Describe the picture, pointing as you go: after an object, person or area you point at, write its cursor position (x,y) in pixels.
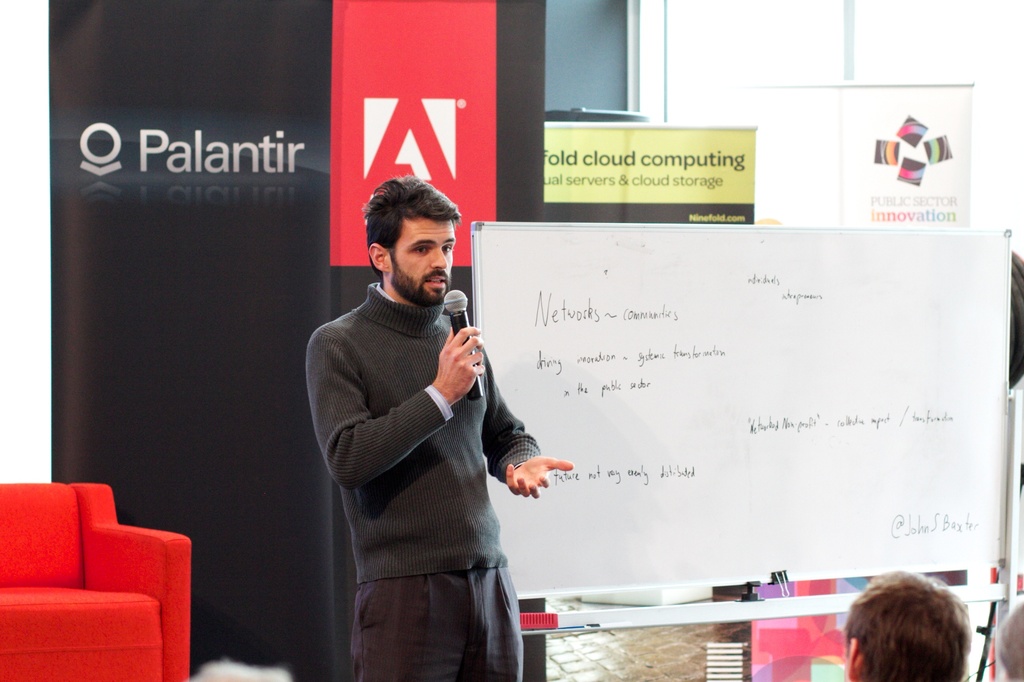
In the image there is a man (396,318) holding a microphone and he is also standing opened his mouth (443,282) for talking and right side (765,427) there is a white color board (760,393), on left side (70,542) we can see a couch (50,577) background (877,179) there are some hoardings (728,184) and a glass window (799,43).
